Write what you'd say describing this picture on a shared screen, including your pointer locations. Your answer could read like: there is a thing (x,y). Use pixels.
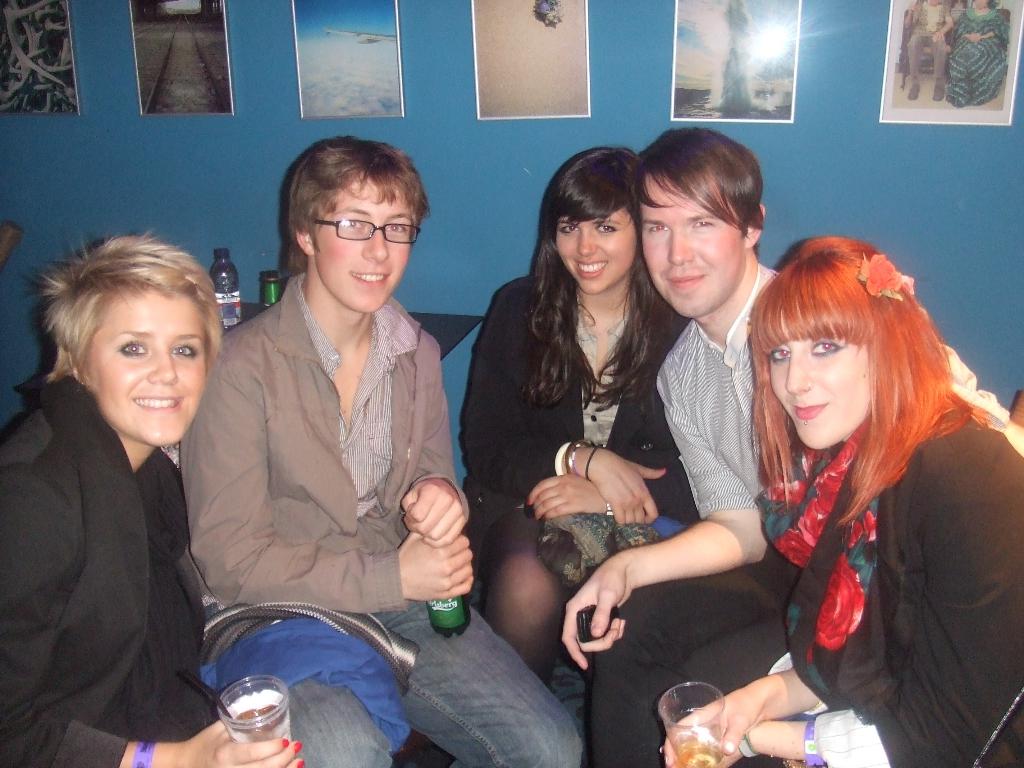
In this image I can see number of people (374,498) are sitting, I can also see smile (139,401) on their faces (341,277). In the front of this image (48,750) I can see two women (757,734) are holding glasses (688,761) and in the centre (444,507) I can see one of them is holding a bottle (449,623). In the background (934,148) I can see blue colour wall (109,150) and on it I can see number of frames (48,83). I can also a bottle (237,317) and a green colour thing (272,280) in the background (265,287).
